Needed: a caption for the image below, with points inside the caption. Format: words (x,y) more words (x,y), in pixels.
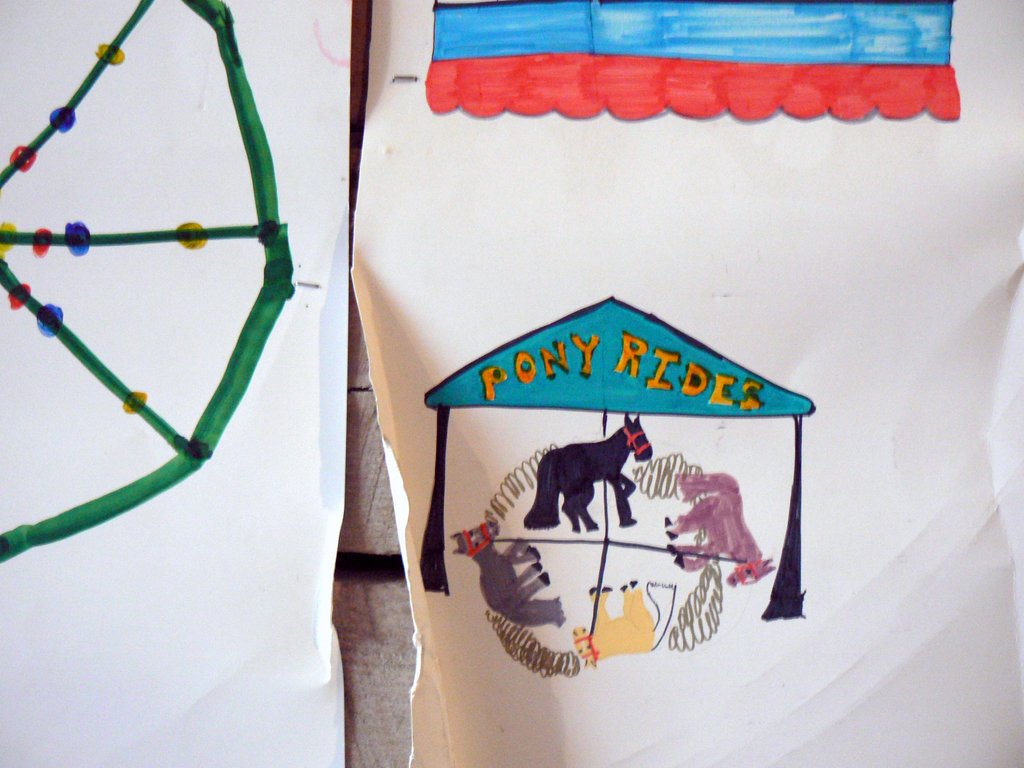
In this image I can see two white charts (200,271). I can see painting (37,241) with green, red, blue, yellow colors. I can see few animals painting (655,646) with different colors.
